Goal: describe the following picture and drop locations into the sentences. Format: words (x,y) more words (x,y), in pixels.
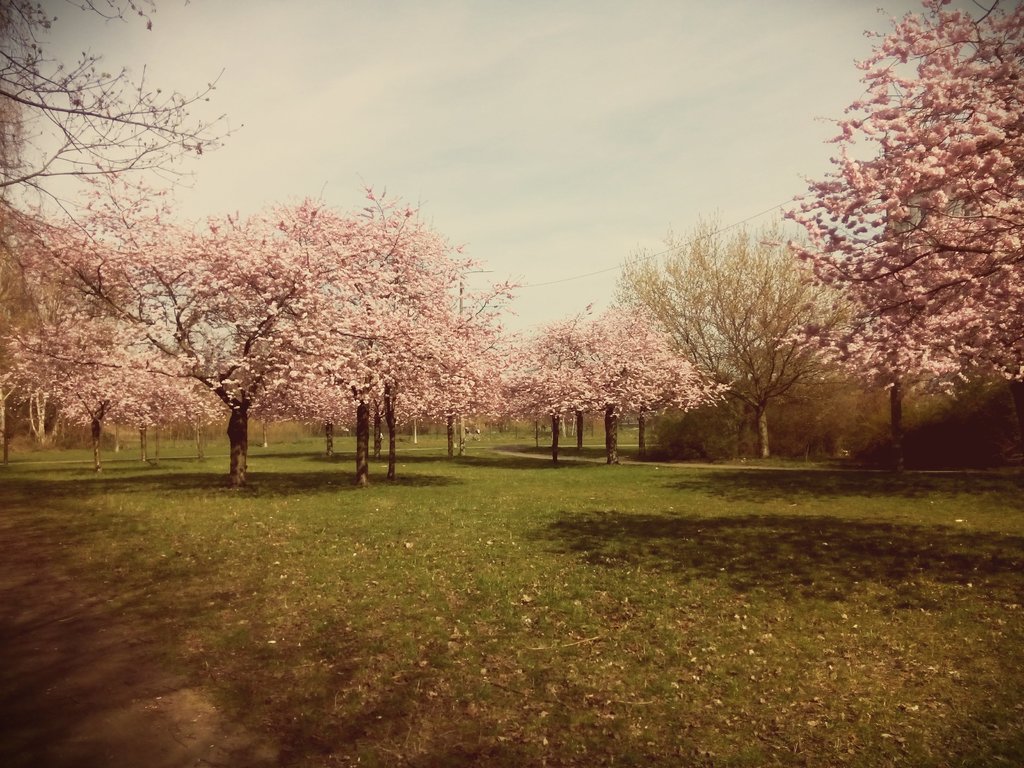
In this image there are trees (1013,254) and we can see blossoms (264,308). At the bottom (328,570) there is grass (623,527). In the background (661,183) there is sky (484,140).
